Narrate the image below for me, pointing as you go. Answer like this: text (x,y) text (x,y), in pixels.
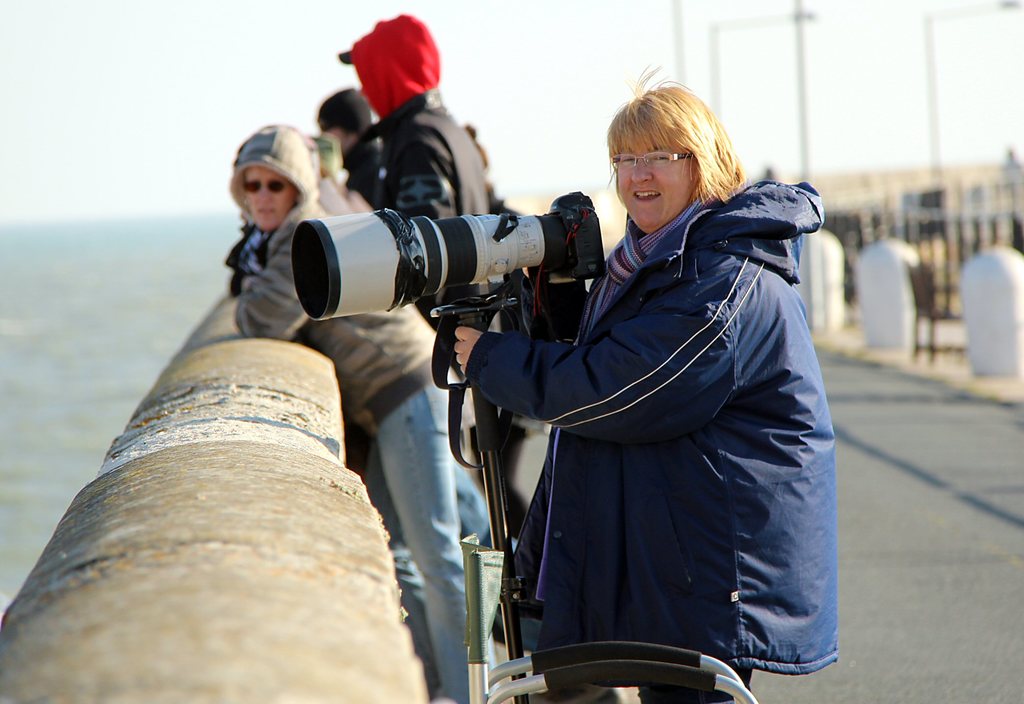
In this image there is a woman (640,493) holding camera (485,273), in the background (300,205) there are people (417,208) standing, in front of the women (537,490) there is a small wall (263,603), in the background (240,61) it is blurred.
